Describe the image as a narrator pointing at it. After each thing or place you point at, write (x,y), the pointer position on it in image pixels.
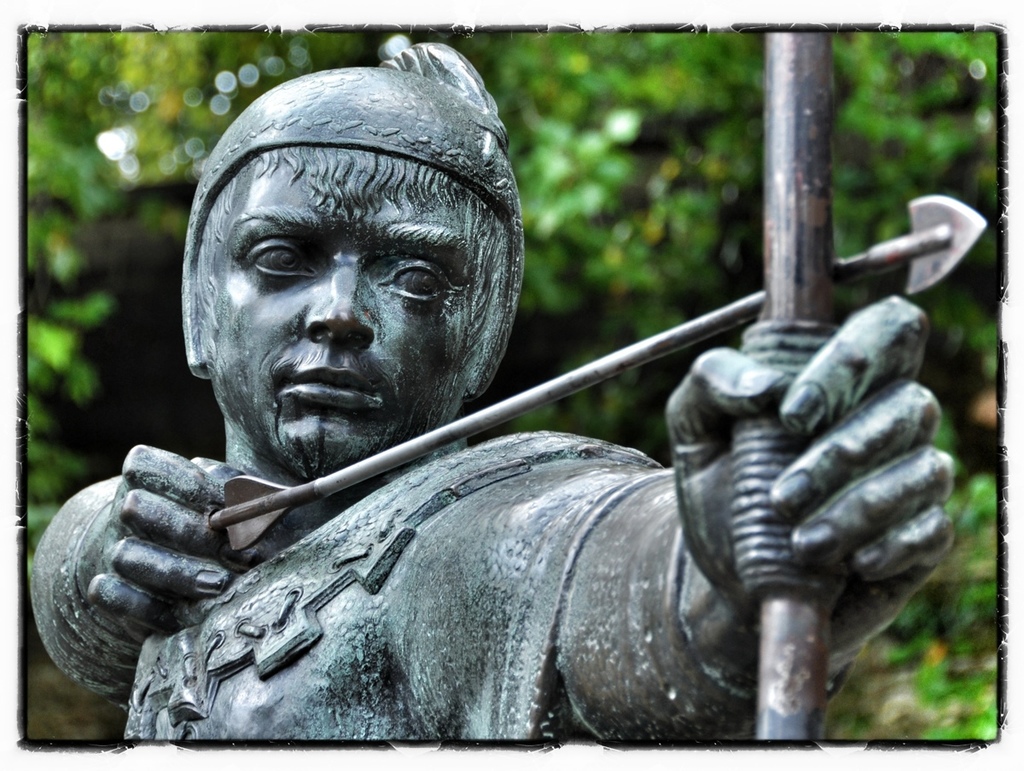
In this image we can see a statue (357,507) of a person (456,580) holding bow (776,314) and arrow (623,362). In the background (573,148) it is green and blur.
